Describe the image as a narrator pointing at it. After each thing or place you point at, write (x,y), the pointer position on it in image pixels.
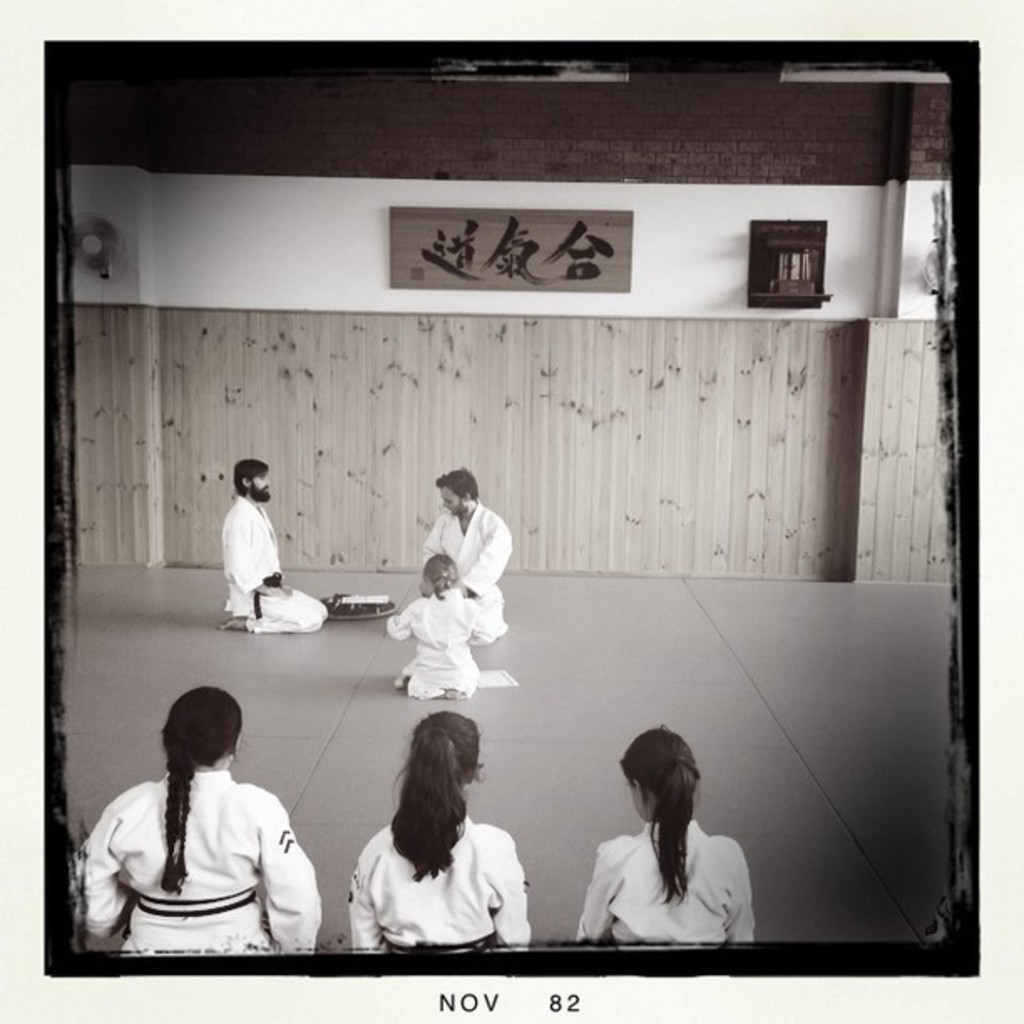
In this image I can see few people (118,888) are sitting on floor (328,670). I can also see a fan (100,270), a board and on it I can see something is written.
